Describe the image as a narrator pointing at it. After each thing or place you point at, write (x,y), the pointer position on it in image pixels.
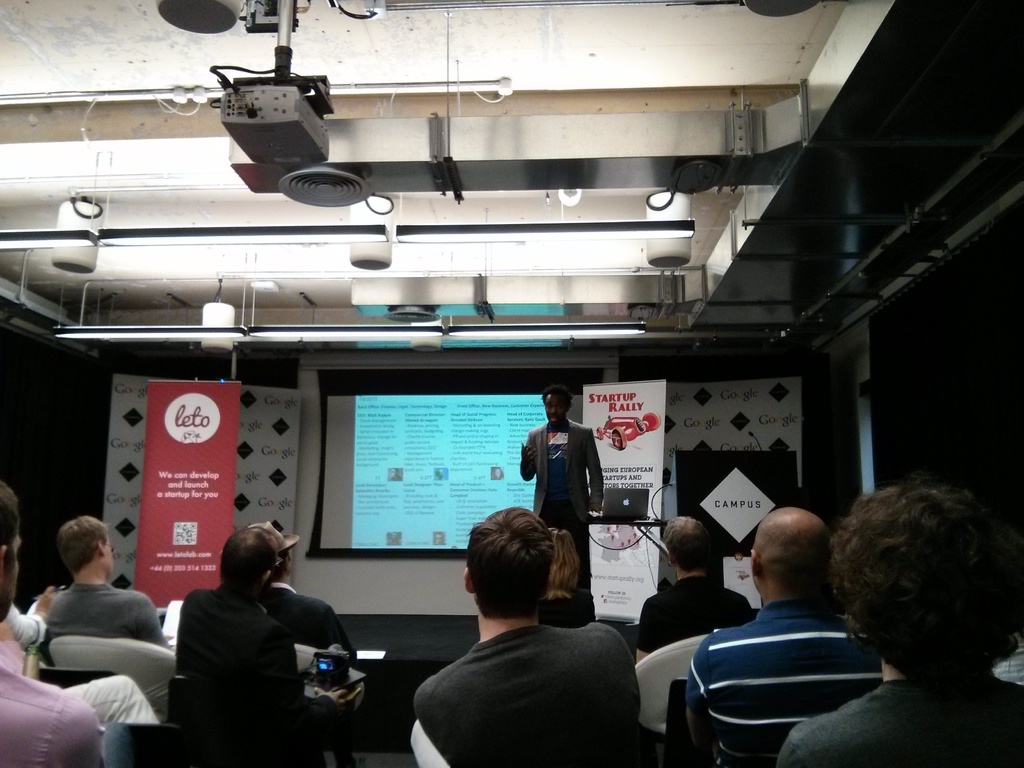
In this image there are some persons (518,695) sitting on the chairs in the bottom of this image (459,688). There is one person (563,466) standing in middle of this image (573,454) and there is a screen (381,445) in the background (445,459). There are some advertising boards (215,452) on the left side of this image (198,454) and on the right side of this image (725,441) as well. There are some lights (271,235) arranged on the top of this image (398,225) and there is one projector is on the top of this image (271,140).
